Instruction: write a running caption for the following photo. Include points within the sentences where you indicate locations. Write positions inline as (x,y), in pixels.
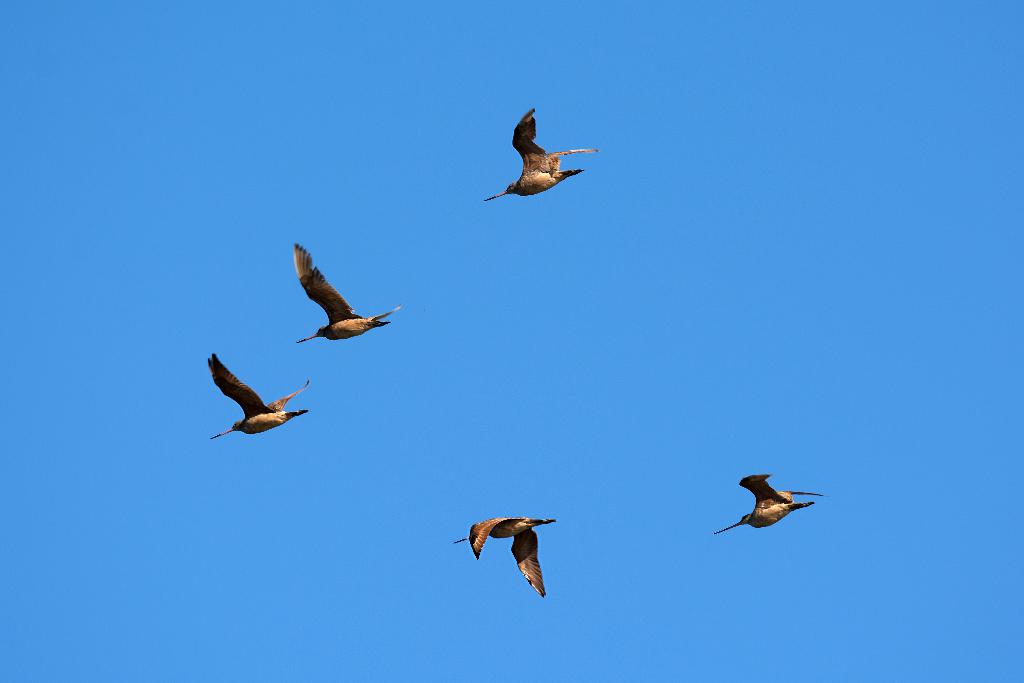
Here in this picture we can see a group of birds (530,559) flying in the sky (664,511) over there.
